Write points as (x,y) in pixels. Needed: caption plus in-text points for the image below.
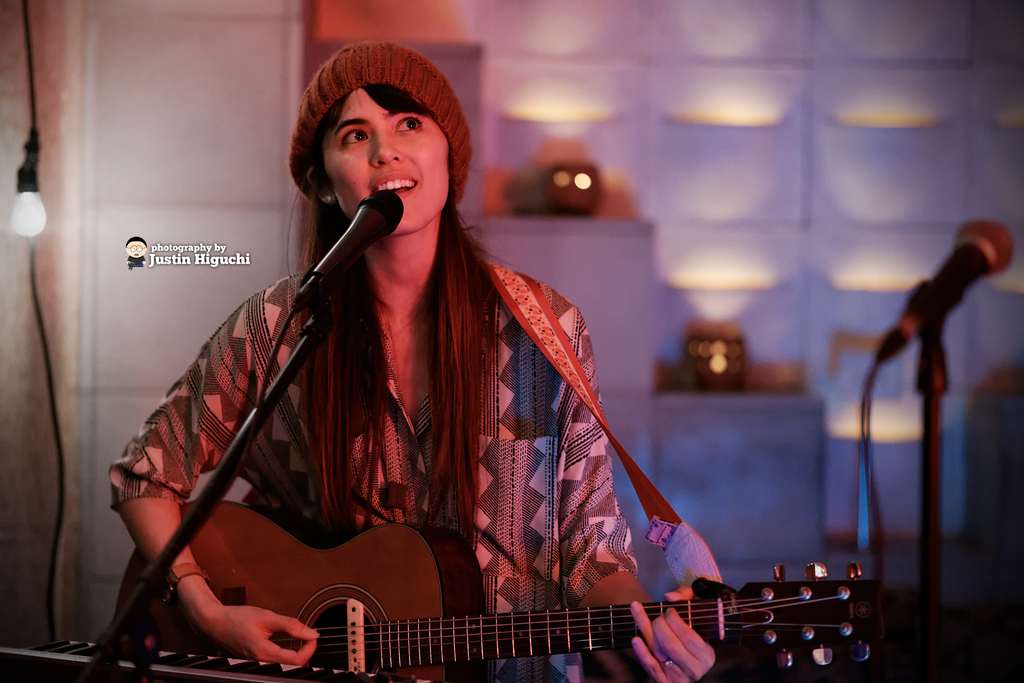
This is a picture of a girl (402,88) who is holding a guitar (873,611) and playing it in front of a mike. She wore a black and white shirt (554,477) and also there is another mike (895,352) in the picture.
